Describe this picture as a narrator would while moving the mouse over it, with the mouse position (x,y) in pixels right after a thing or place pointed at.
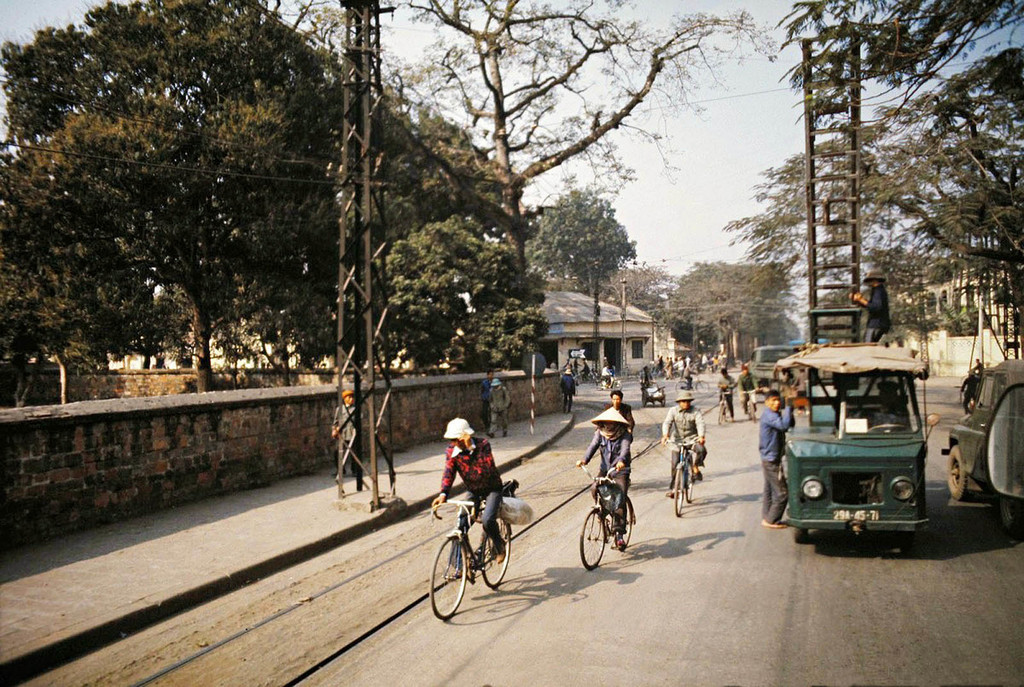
In this picture we can observe some bicycles (678,485) moving on this road (643,523). There is a vehicle (844,463) which is in green color. In the right side (695,412) there are some people (609,468) riding their bicycles (681,438) here. In the left side (202,455) there is a wall (22,473) and a tower (372,314). We can observe trees (556,223). In the background (618,325) there is a house (611,315) and a sky (718,169).
